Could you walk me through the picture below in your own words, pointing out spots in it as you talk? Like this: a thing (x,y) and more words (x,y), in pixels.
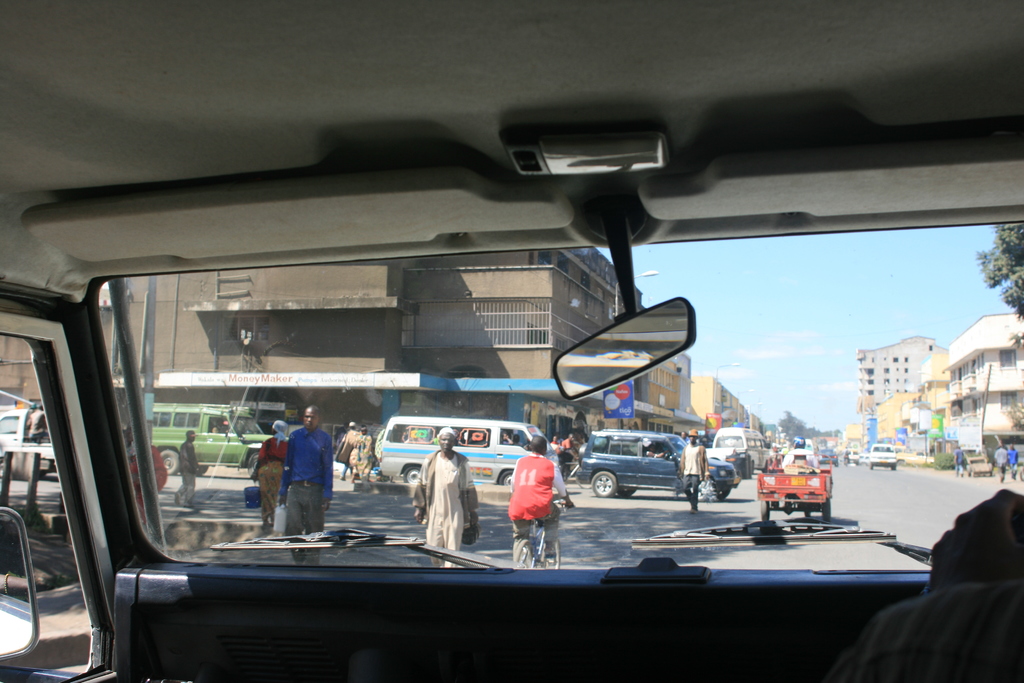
This is clicked from inside a car (818,161), in the front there are many vehicles (769,506) and people (569,460) going on the road (864,499) with buildings (872,411) on either side and above its sky (784,292) with clouds (791,353).
